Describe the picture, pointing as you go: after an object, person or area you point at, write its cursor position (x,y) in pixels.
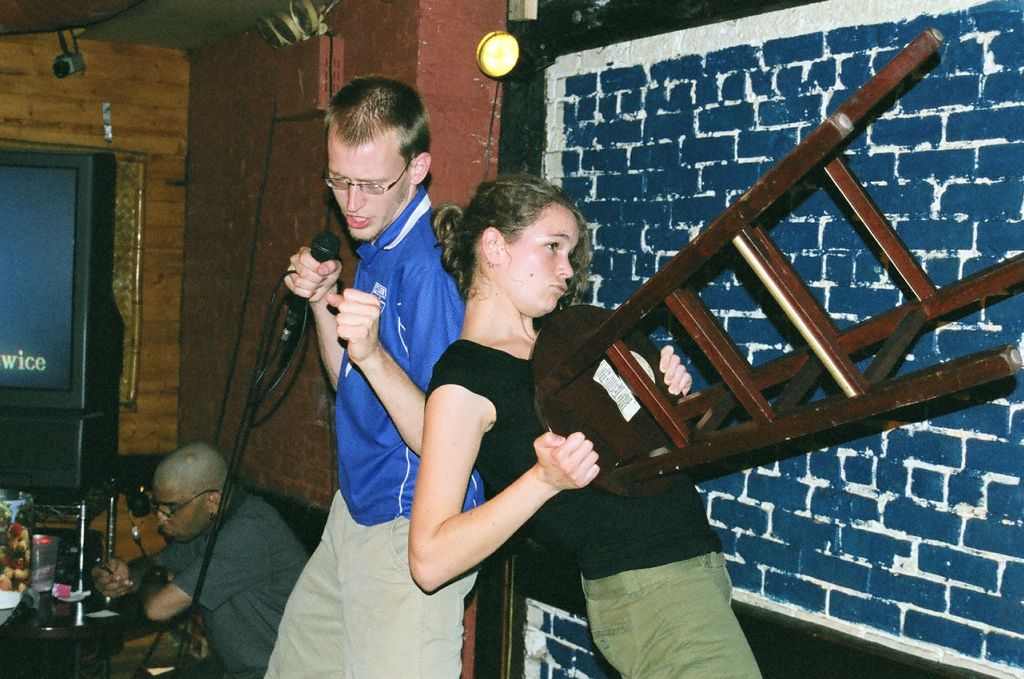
In this image there is a man (364,601) standing and singing in microphone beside him there is a girl (668,599) lifting stool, also there is another man (225,655) sitting and doing something.
